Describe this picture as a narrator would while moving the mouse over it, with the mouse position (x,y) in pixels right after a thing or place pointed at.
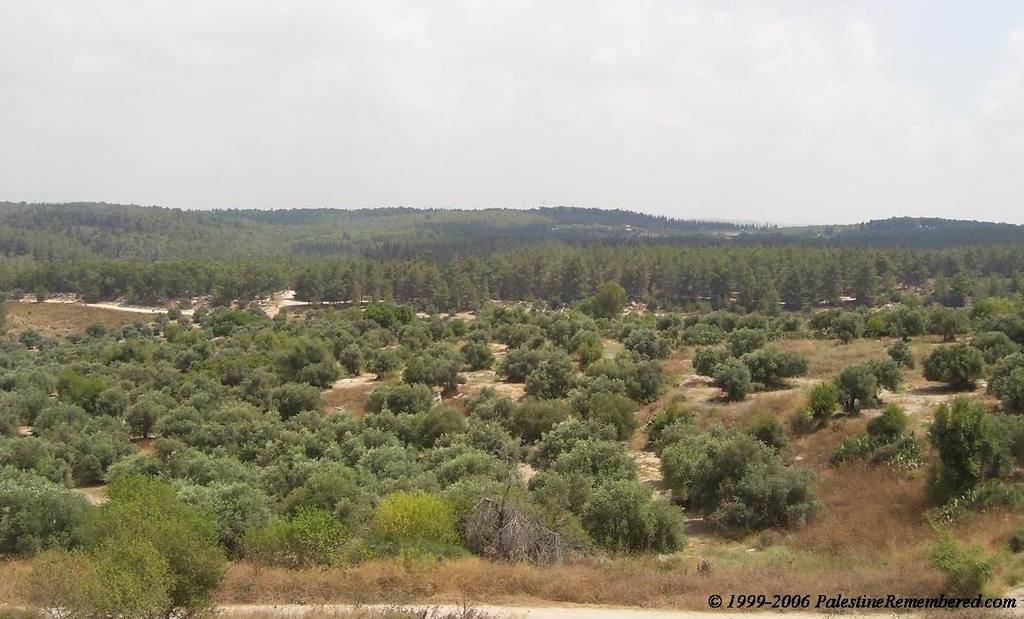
In this picture we can see there are trees (301,376), hills (395,236) and the sky (615,200). On the image there is a watermark (918,599).
